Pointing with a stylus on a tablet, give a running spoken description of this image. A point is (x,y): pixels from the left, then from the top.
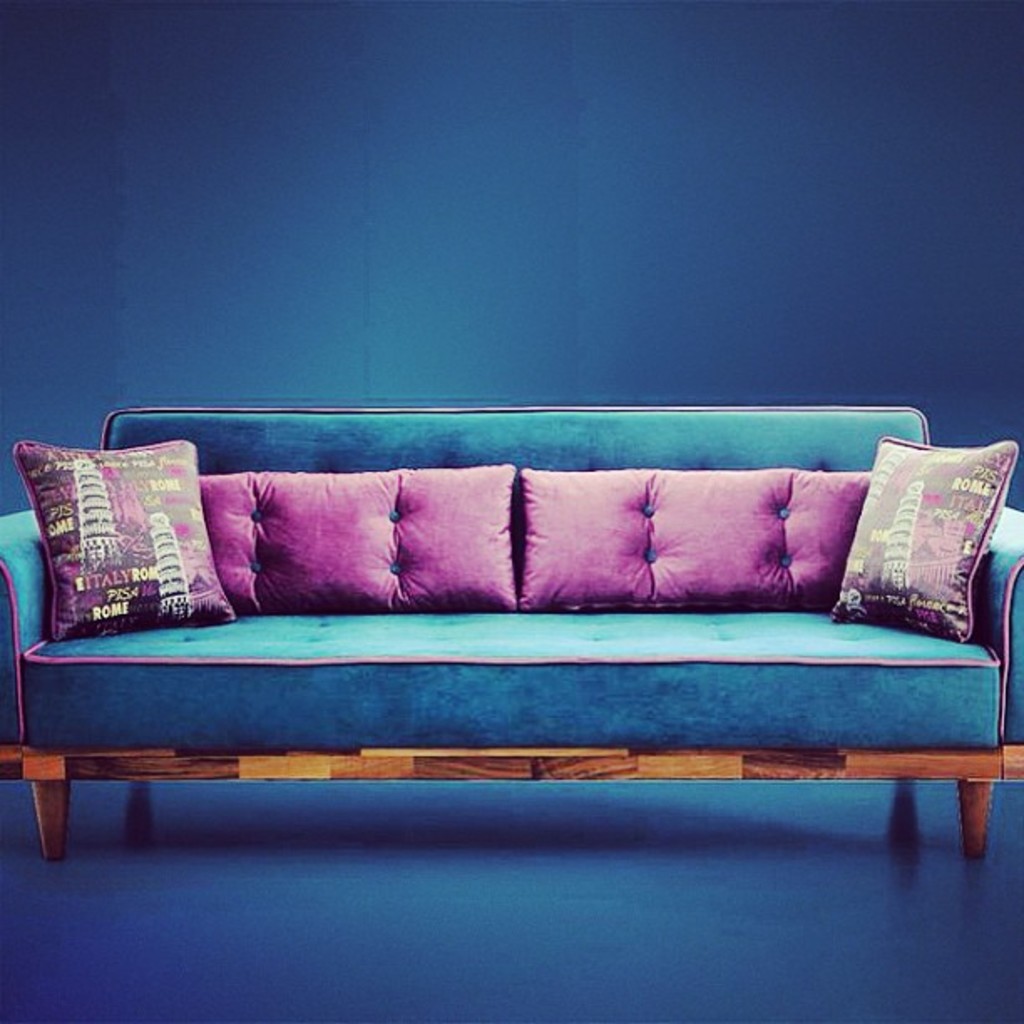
In this picture, there is a sofa (793,657) with four pillows (773,563) on it. In the background (704,223) there is a blue color wall (621,240) here.
